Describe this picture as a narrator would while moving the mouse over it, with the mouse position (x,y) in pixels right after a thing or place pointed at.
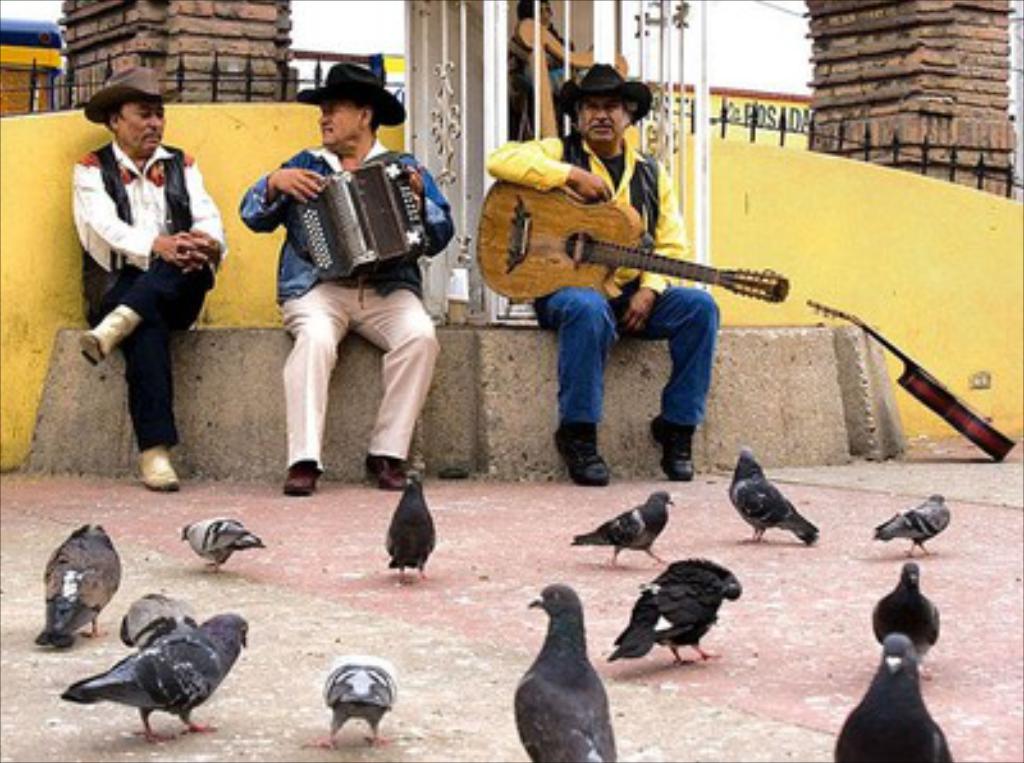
In this picture we can see there are three people (411,266) sitting on the path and the two people (447,214) holding some musical instruments (361,225) and in front of the people (119,251) there are some pigeons (198,733) on the path (375,549). On the right side of the path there is a guitar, wall (822,212) and other things (535,55).
